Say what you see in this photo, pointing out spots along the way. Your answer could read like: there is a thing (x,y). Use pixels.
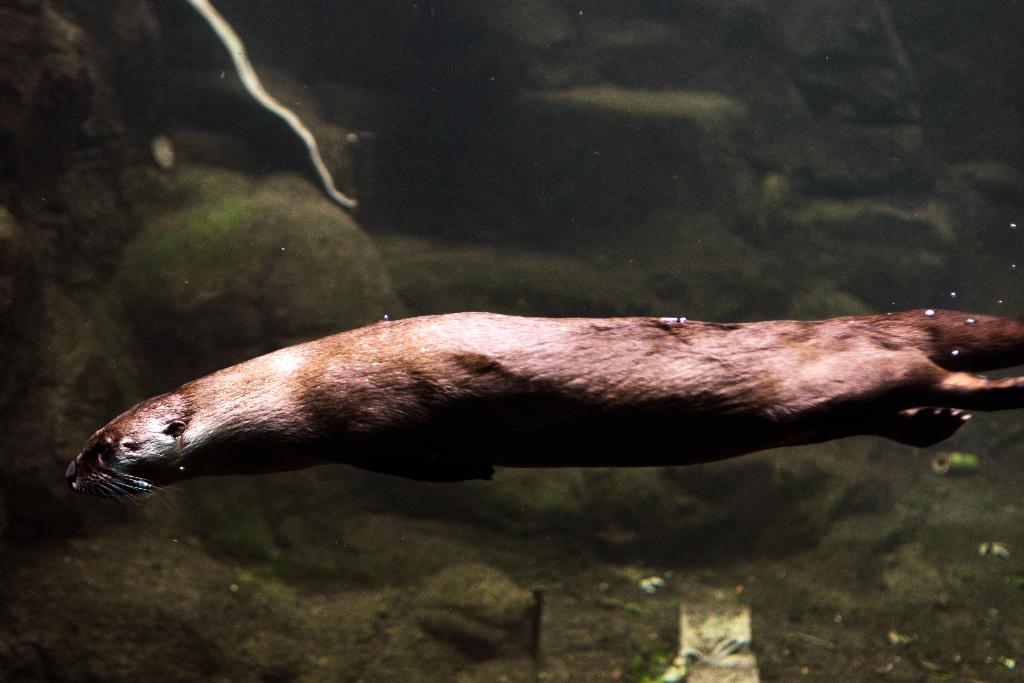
In this image we can see an animal (594,429) in the water (770,308). In the background (235,293) there are rocks (182,527).
